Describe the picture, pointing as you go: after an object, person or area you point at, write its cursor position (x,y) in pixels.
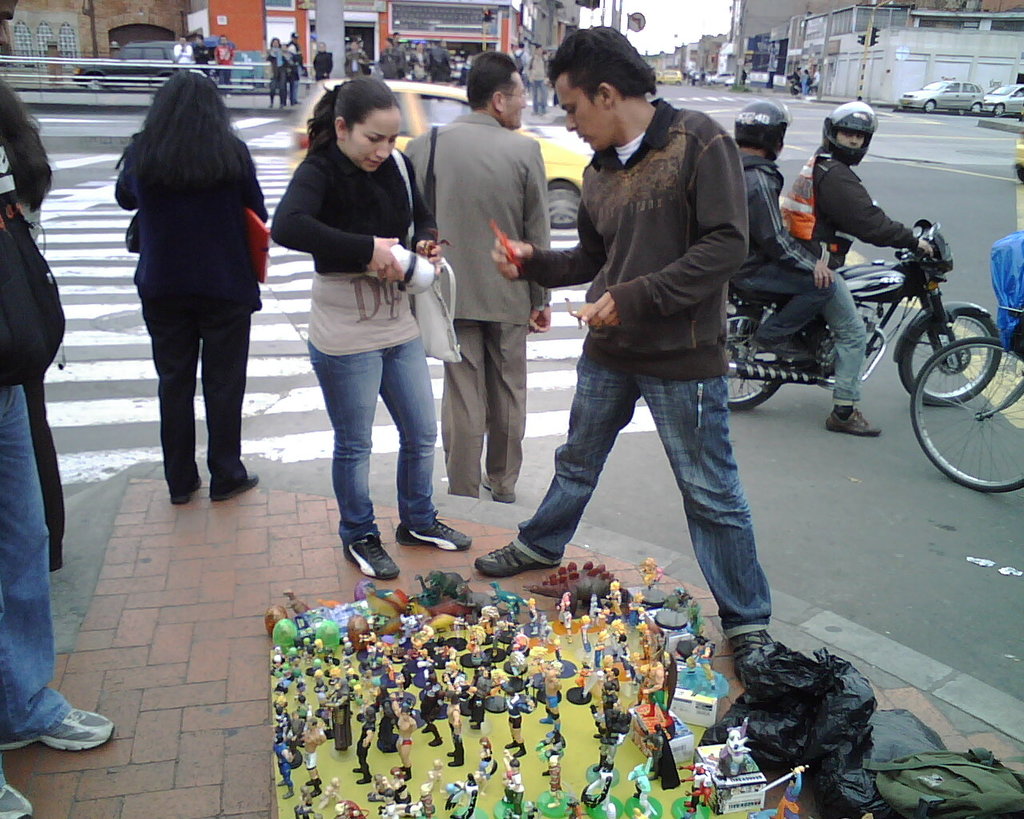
In the image there are few people (416,347) standing on the side of the road (288,363) and there are toys (469,640) in the front (471,725) and the back there are few cars (427,93) and motorcycles (776,309) moving on the road (959,249) and over the background (435,63) there are buildings (469,40) with many people (447,50) walking in front of it on the footpath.
